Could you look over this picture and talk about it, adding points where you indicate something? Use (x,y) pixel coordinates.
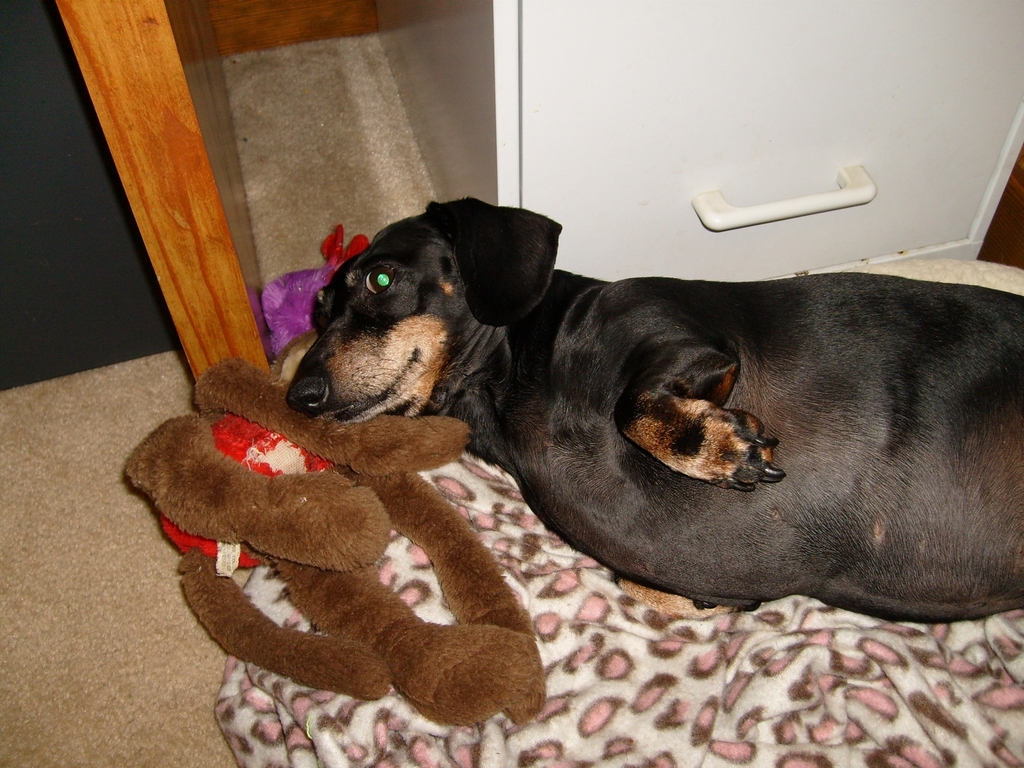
In this picture we can see a dog (603,370) is lying on the blanket (654,643). On the left side of the dog (526,391), there is a toy (255,417). Behind the dog (581,317), it looks like a drawer (518,96). At the top left corner of the image (84,150), there is an object (76,177).
